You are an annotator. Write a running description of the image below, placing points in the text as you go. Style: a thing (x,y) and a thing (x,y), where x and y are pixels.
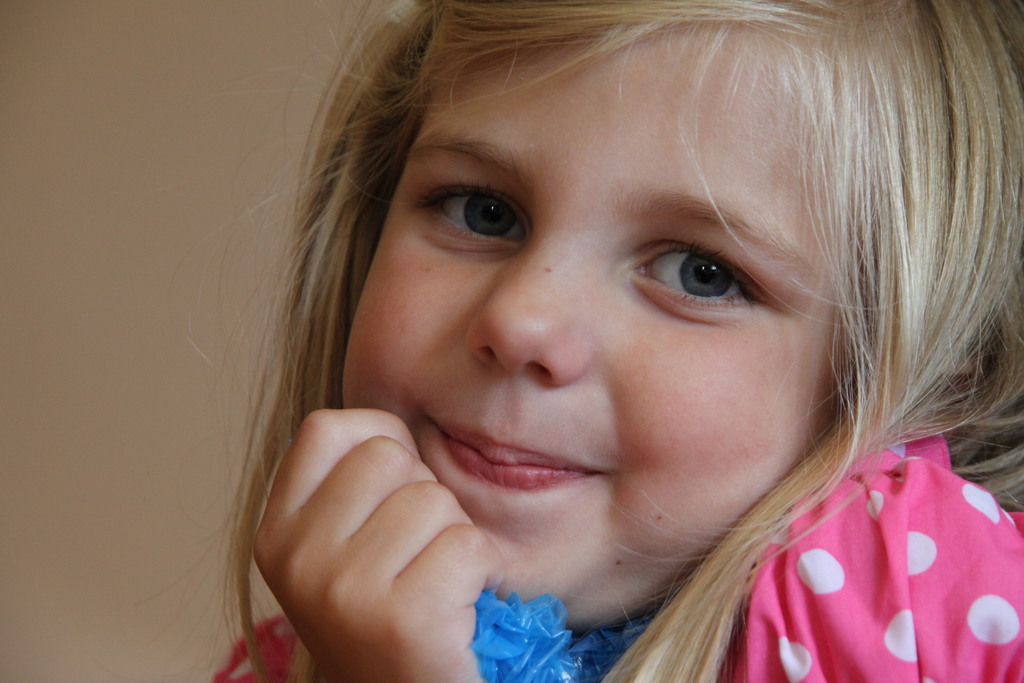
In this image we can see a girl (629,389).
